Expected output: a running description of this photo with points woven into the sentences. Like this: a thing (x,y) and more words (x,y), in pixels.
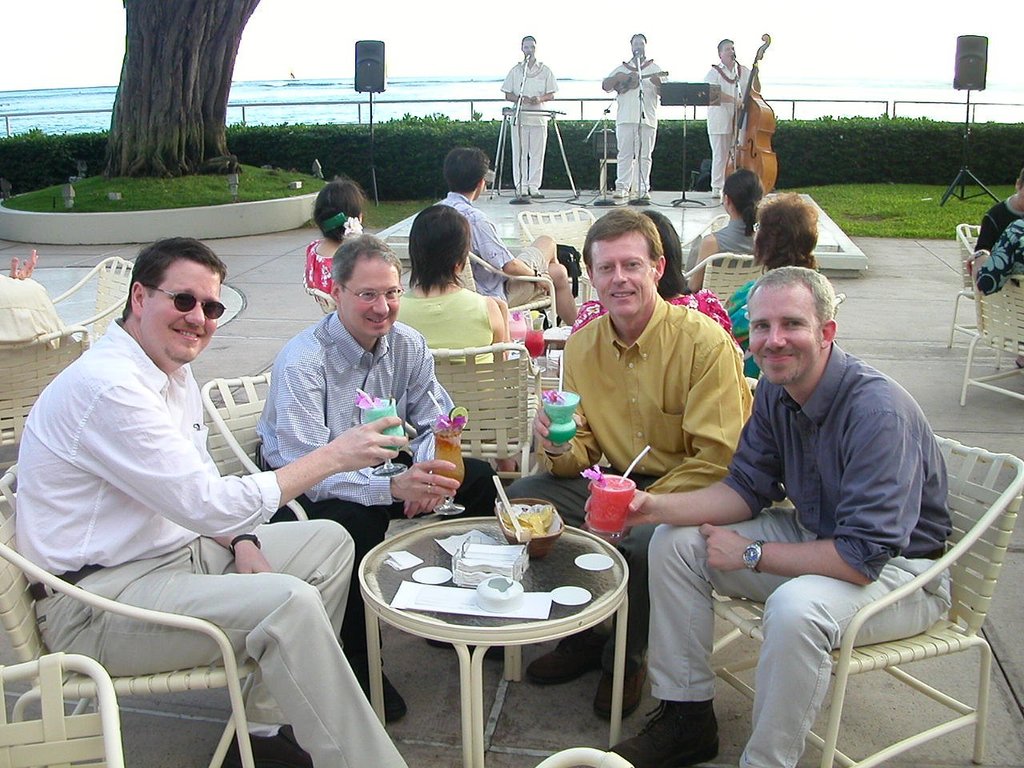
This is a picture taken in the outdoors. It is sunny. There are a group of people (188,376) sitting on a chair (146,612) holding the cups (635,489) in front of the people (667,524) there is a table (487,624) on the table (487,624) there is a bowl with spoon (514,516) and tissues (488,565). Background of this people (318,428) there are three persons (723,106) standing on a stage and playing music instruments (749,107) and singing a song and bushes (397,146) and speaker (375,76) and water (287,100).
